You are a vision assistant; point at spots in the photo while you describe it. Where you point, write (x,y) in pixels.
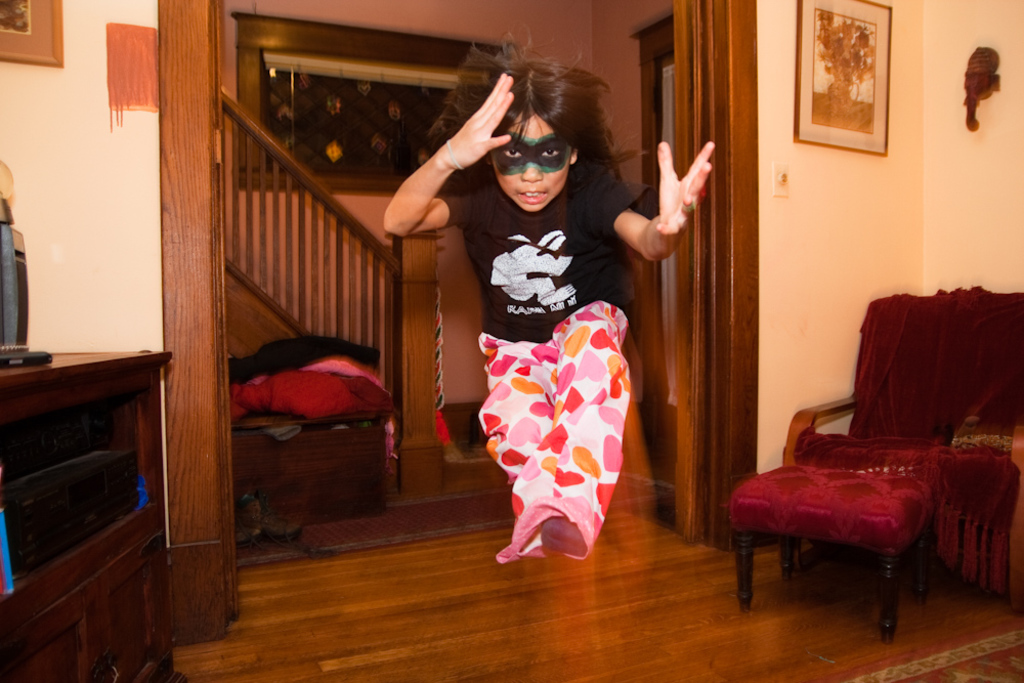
In this image there is a girl (519,401) jumping in a living room (418,550) and at back ground (392,481) there is cupboard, frame (850,72), idol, chair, staircase (374,295), ribbon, blanket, shoes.
